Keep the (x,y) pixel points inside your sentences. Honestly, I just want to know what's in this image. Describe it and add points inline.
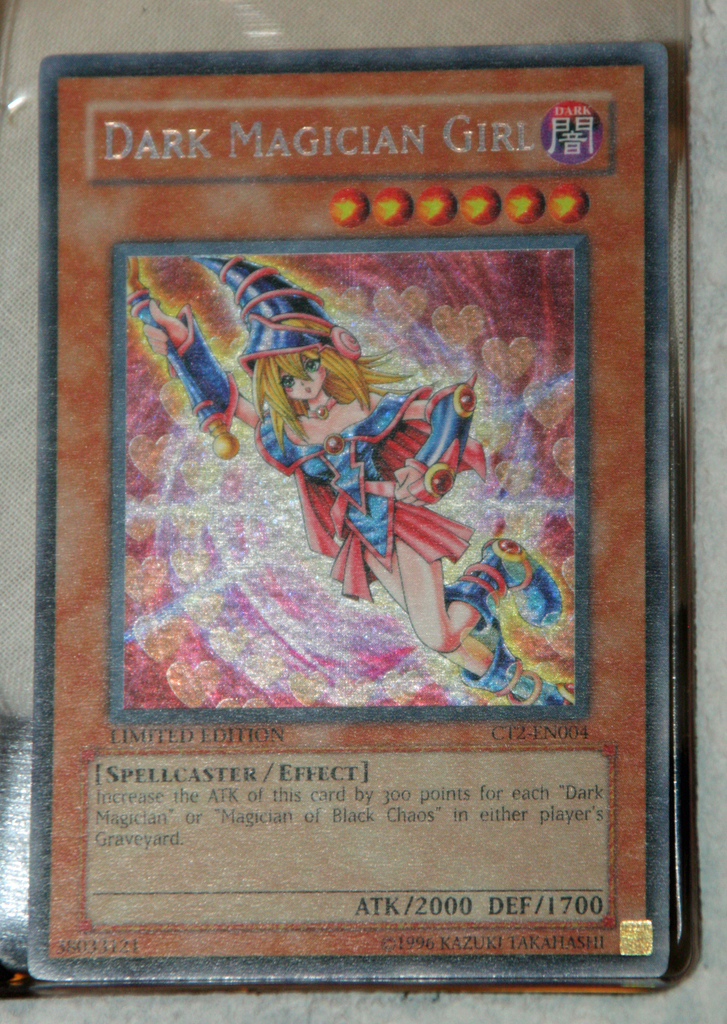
In this image we can see a limited edition card (223,730) and on the card (347,483) we can see the depiction of a girl (239,393) holding an object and we can also see the text (420,143) and also the logo (578,133). In the background (139,999) we can see the surface (685,1010).
